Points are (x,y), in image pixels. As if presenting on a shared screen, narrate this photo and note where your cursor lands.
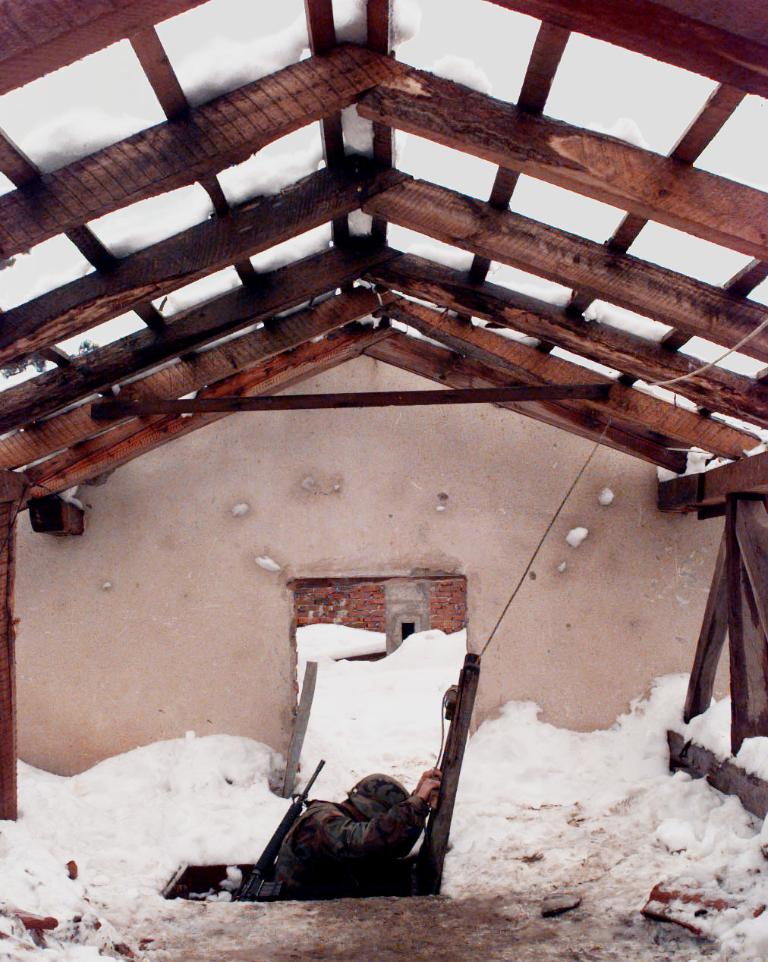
In this picture we can see a person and snow (99,911) on the ground (452,905) and in the background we can see the wall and a roof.
